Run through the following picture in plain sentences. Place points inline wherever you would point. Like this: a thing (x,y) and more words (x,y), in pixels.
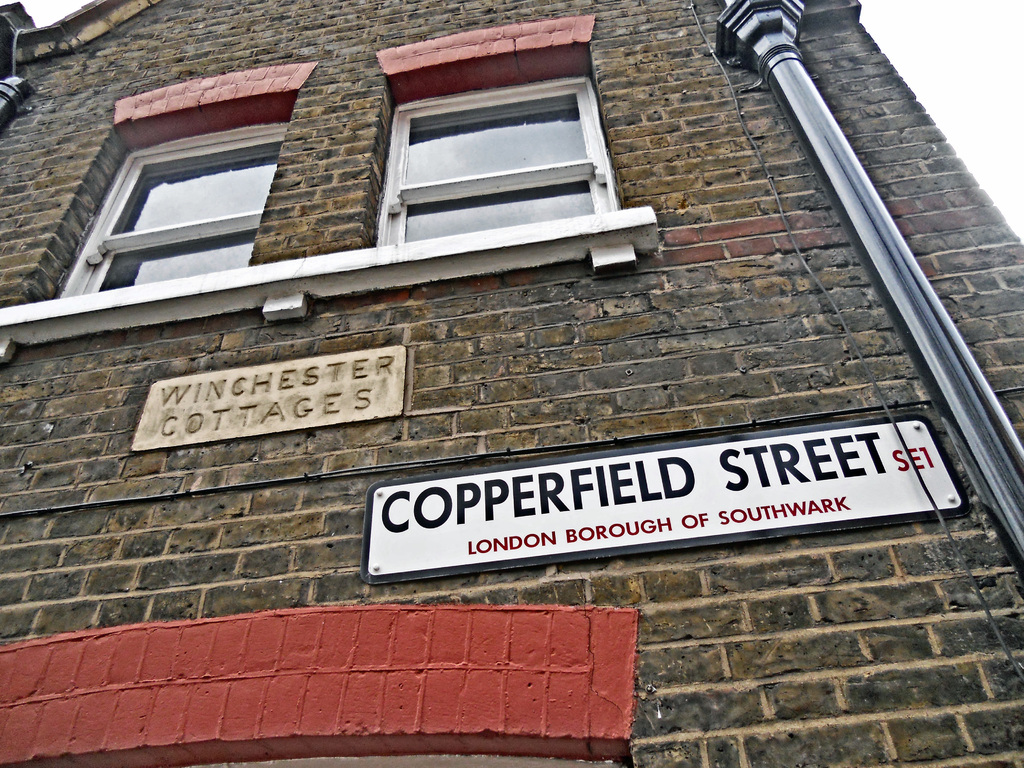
This image consists of a building (488,408) along with two windows (154,270). To the right (869,222), there is a pole (829,150). And there are name boards (549,480) on the building (528,443).
